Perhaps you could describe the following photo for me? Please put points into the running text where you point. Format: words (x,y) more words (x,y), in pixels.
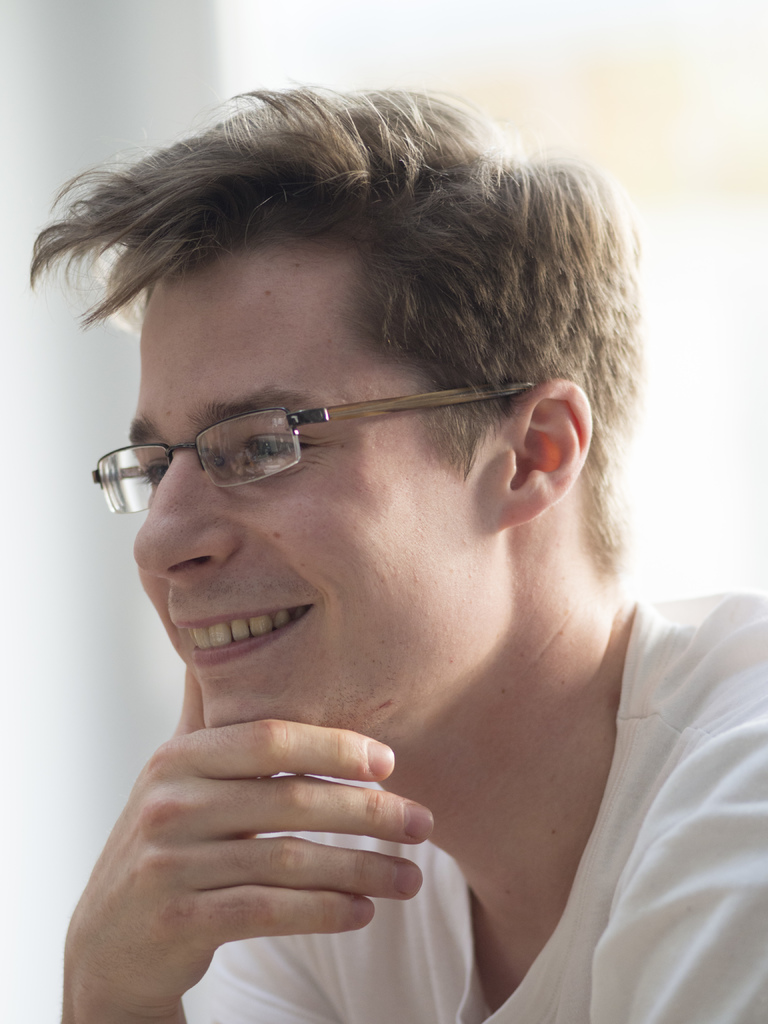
In this picture we can see a person (138,864) wearing a spectacle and smiling.
